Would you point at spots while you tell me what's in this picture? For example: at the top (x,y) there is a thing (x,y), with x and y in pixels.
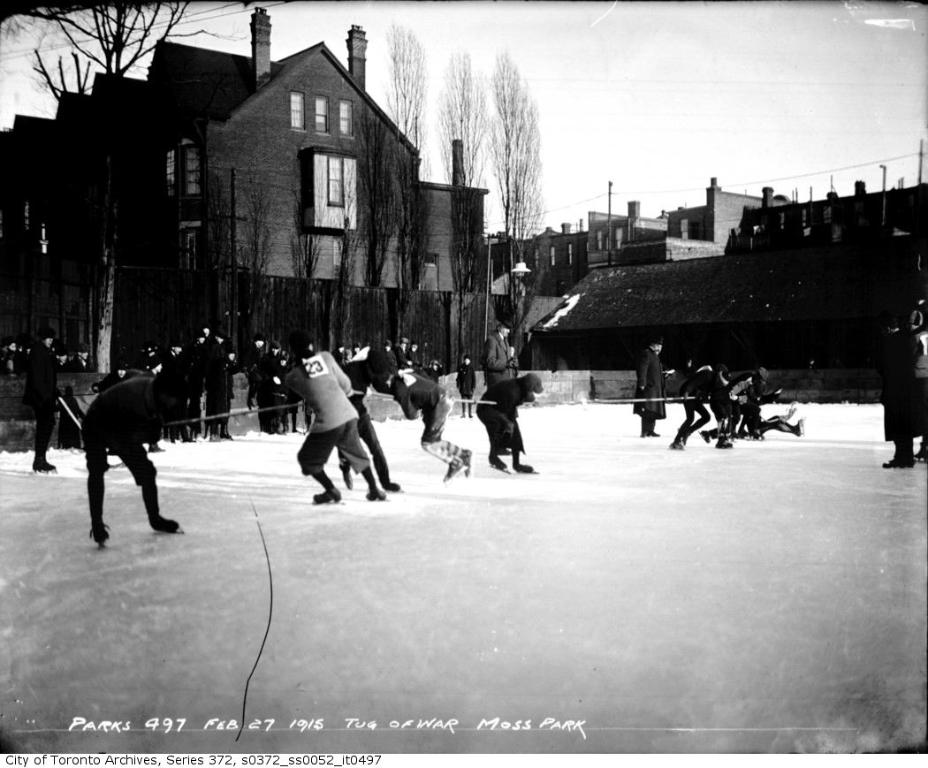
In this image there are people (770,389) pulling the rope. At the bottom of the image (397,603) there is snow (457,589) on the surface (491,570). In the background of the image (504,301) there are buildings (455,248), trees (349,286) and sky (823,87). There is some text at the bottom of the image (227,763).
